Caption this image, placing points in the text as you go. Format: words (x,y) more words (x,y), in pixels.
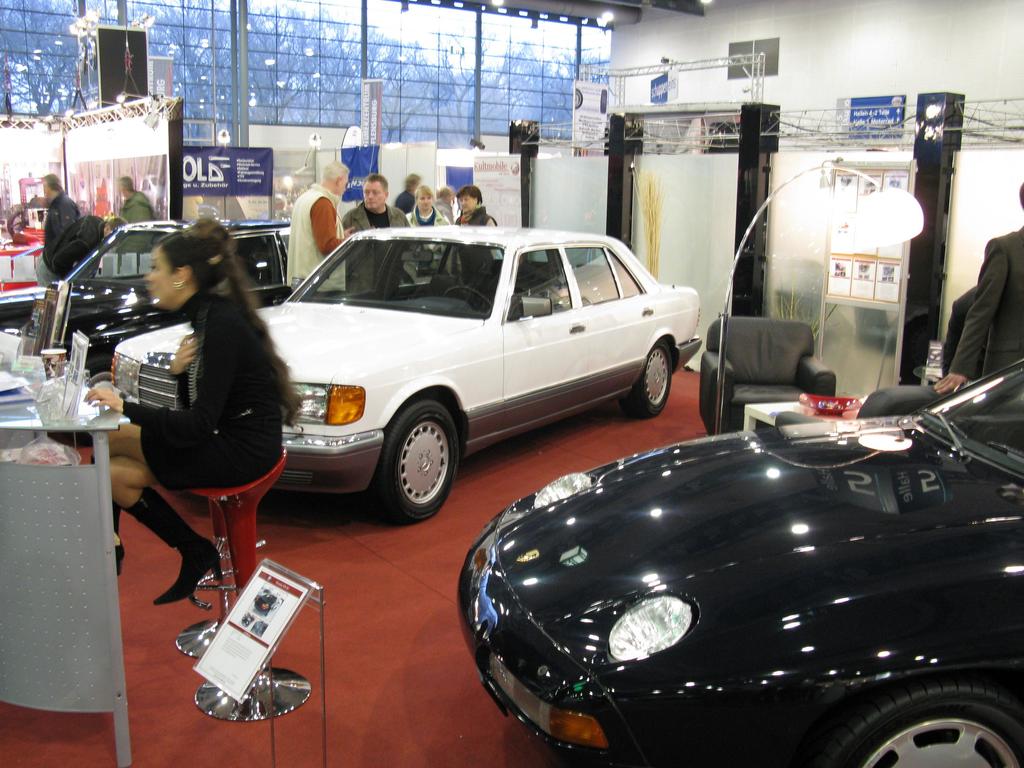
There is a black color car (751,576) in the bottom right corner of this image (932,626). There is one woman (227,459) sitting on a chair (266,692) on the left side of this image (255,431), and there are two cars (356,312), and some persons (319,223) are standing in the middle of this image, and there is a wall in the background (698,83). We can see a glass wall (300,76) at the top of this image (362,78), and there is a couch (781,359) on the right side of this image (807,334).
